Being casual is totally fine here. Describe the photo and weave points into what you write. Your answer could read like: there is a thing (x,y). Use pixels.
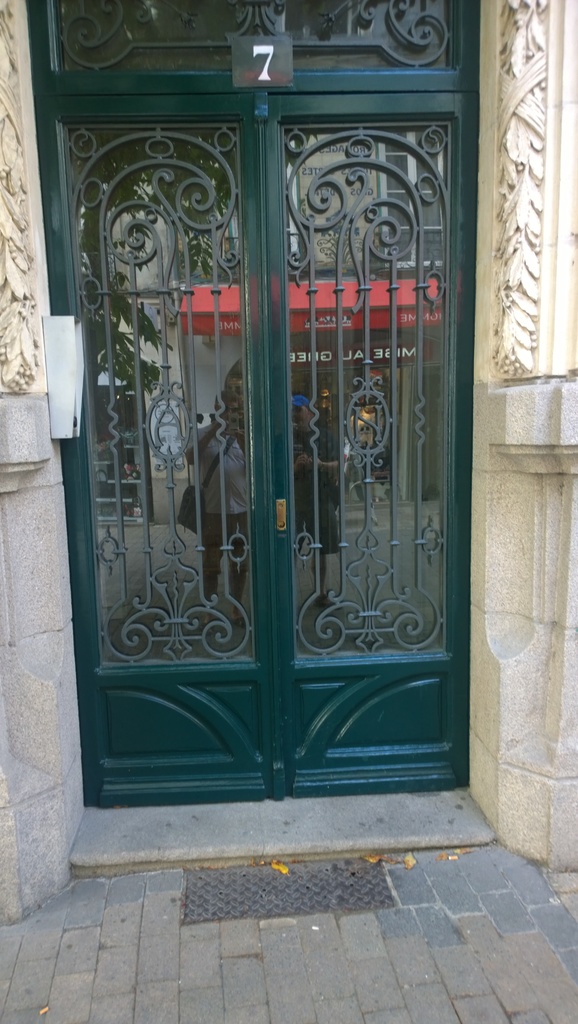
In this picture we can see glass door (196,470), walls (61,498) and board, on this glass door (337,393) we can see reflection (199,438) of people (225,437) standing and we can see boards (382,325) and leaves (174,189).
